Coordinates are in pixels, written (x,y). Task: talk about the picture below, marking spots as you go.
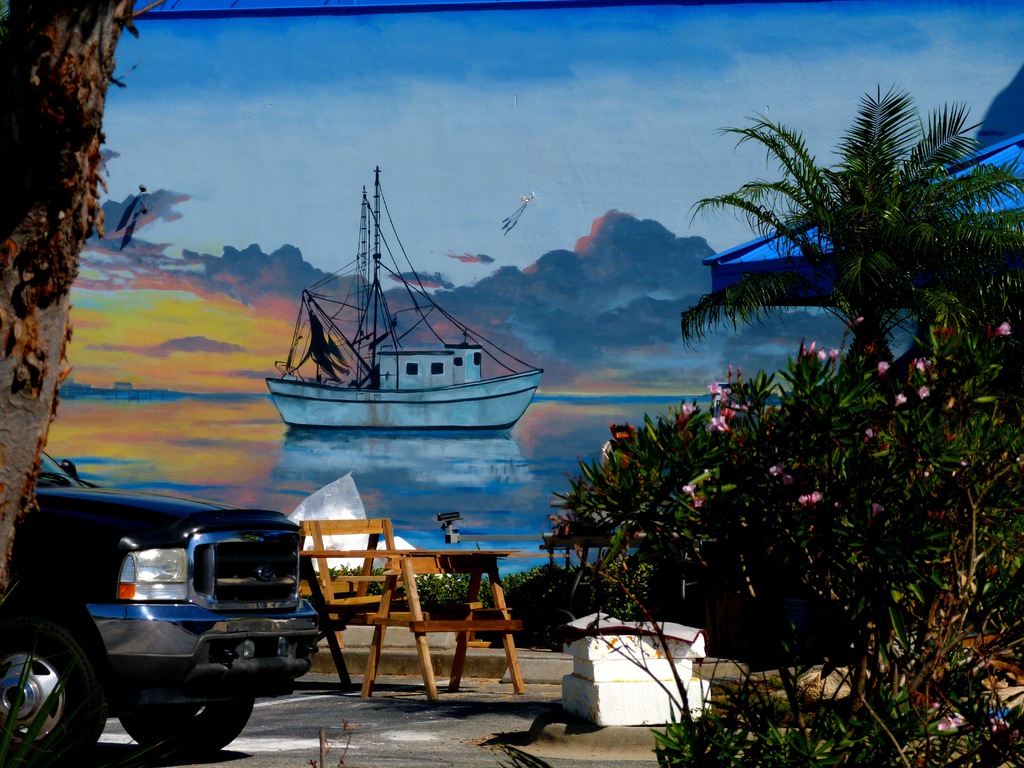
As we can see in the image, there is a painting (471,268). In painting (468,379) there is water (419,470). On water (447,469) there is a boat (442,393). On the top (489,139) there is sky (561,172) and clouds (614,283). In the front (69,295) there is a tree stem (22,383), a car (135,578), bench (422,656) and some trees (904,563).
